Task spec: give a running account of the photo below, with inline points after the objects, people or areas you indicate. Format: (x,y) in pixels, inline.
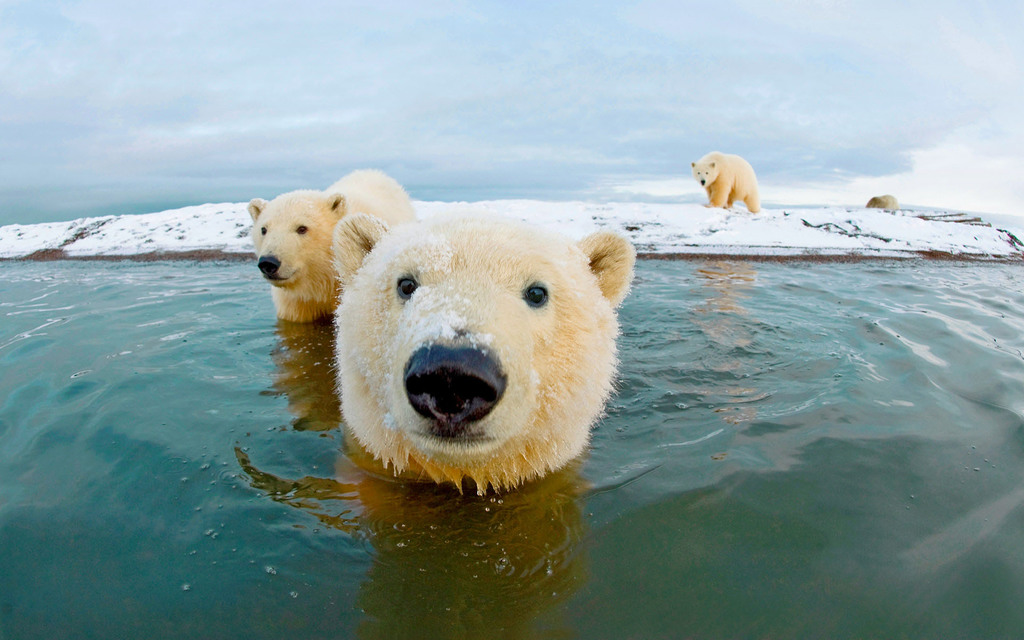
In the image there are two polar bears (363,324) in the water (659,375) and two (720,178) on the right side (726,174) on the snow land (844,221) and above its sky (535,95) with clouds (610,95).
